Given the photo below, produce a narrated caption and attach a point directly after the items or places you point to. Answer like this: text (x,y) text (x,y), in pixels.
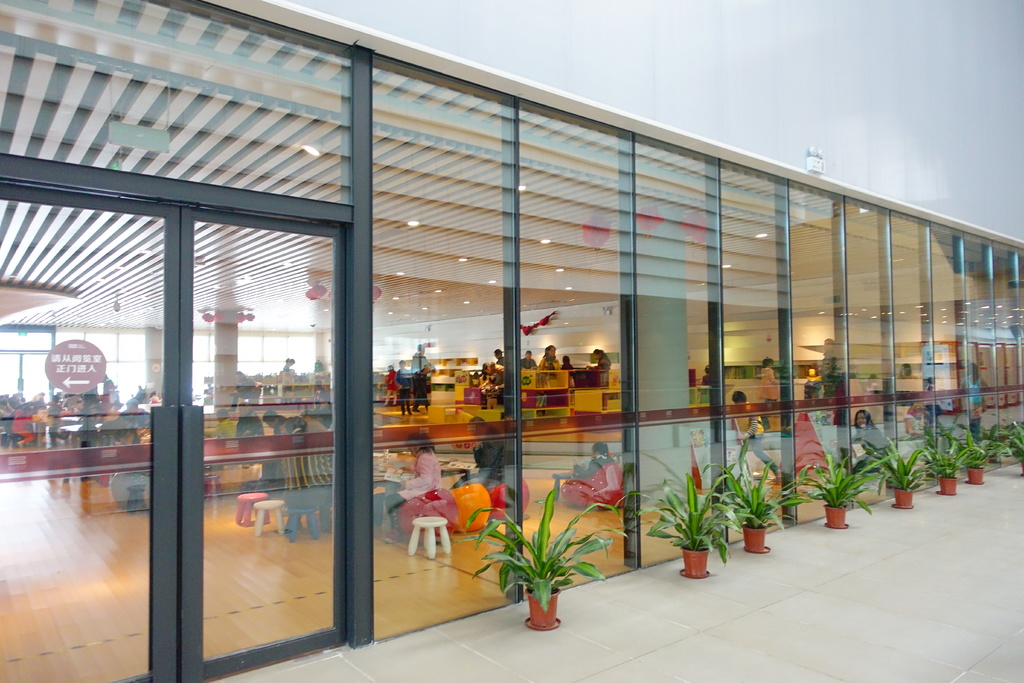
In this image we can see few potted plants (537,600) in front of the building (314,577), there is a door (190,364) and through the glasses (608,378) we can see few people (494,485), stools (279,506), few objects (570,479), lights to the ceiling (310,265) and a sign board (91,365) in the building (100,347).
